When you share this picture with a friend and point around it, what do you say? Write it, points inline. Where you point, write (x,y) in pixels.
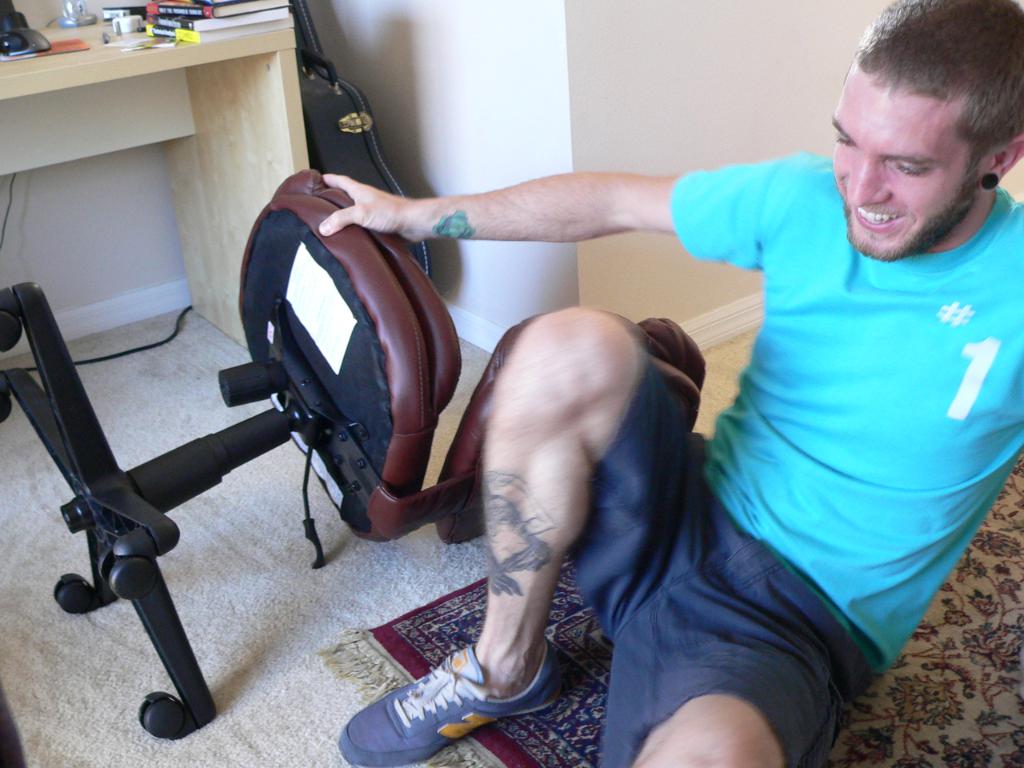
There is a man (895,218). He is laughing. In the background (652,57), this is wall (729,73), this is the table (115,50). This chair (369,327) is fallen. This is a mat (360,633). This is a carpet (220,690). This man (522,595) is wearing a shoe (447,711), blue color T-Shirt (856,537) and a short (675,641).
